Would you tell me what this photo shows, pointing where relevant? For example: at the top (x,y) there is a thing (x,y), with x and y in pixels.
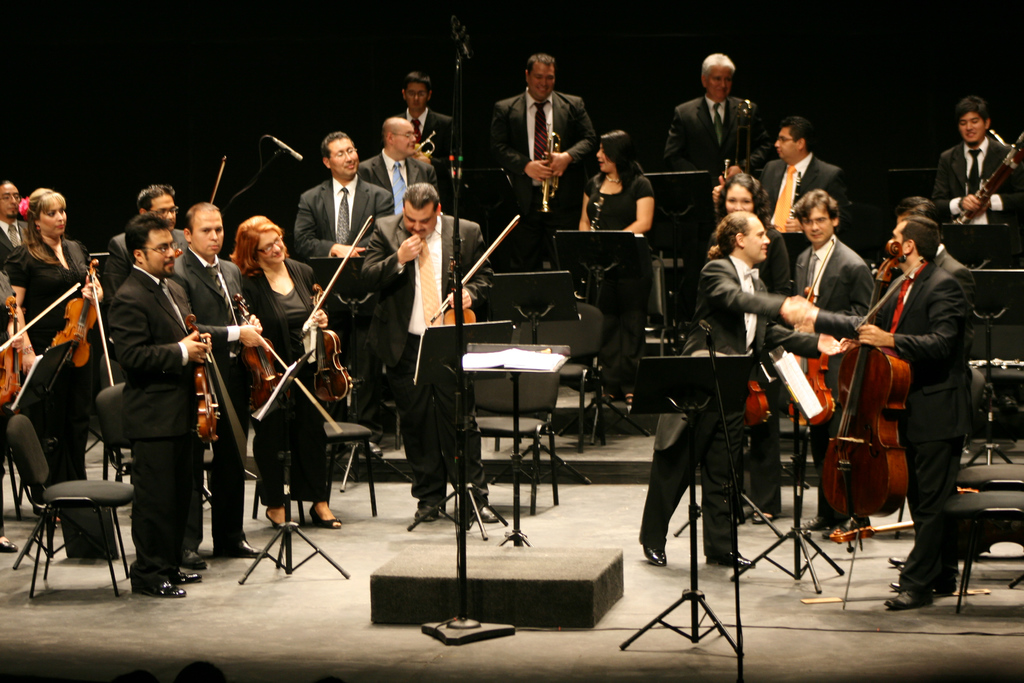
There are a group of people (14,204) who are holding a violin (817,385) and a cello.
